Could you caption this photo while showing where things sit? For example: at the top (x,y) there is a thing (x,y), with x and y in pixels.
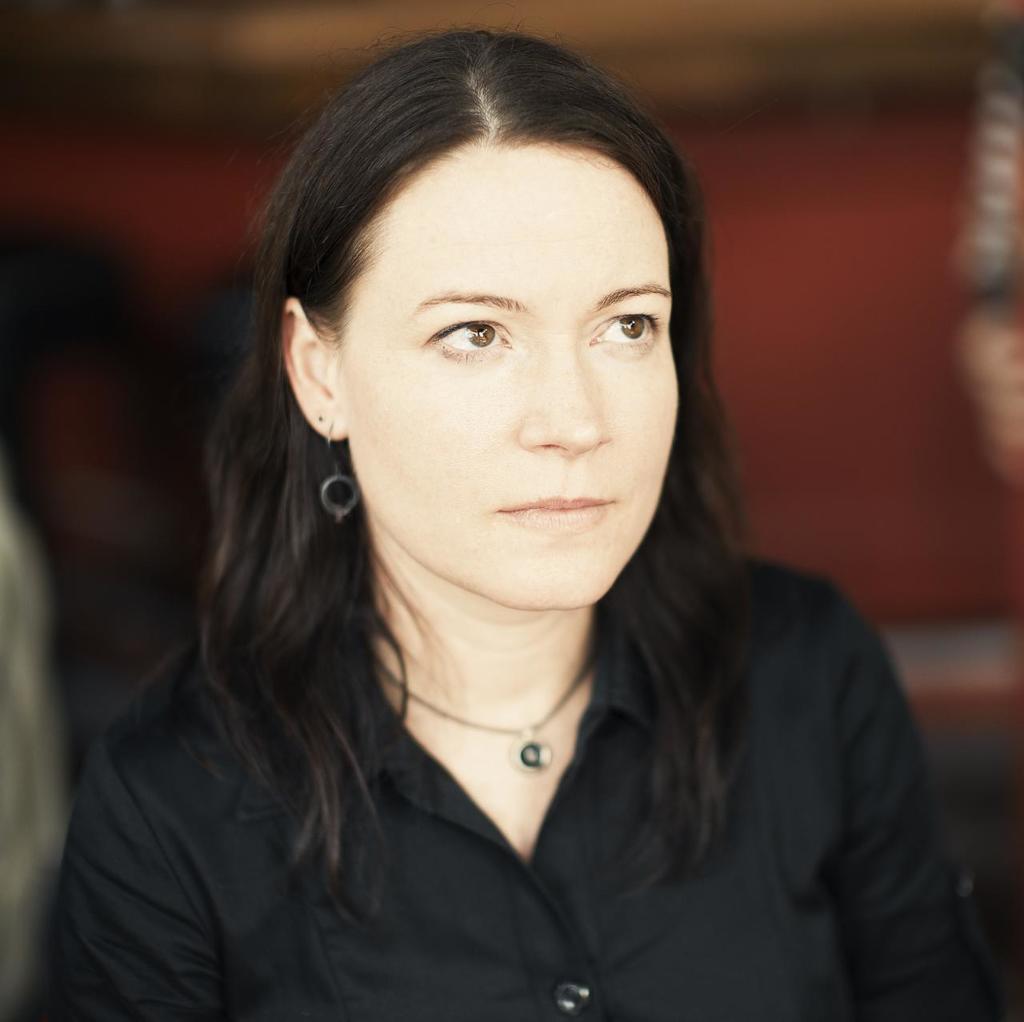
In this picture I can see there is a woman (710,703) and she is wearing a black shirt (475,854) and looking at right side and the backdrop (999,325) is blurred.
